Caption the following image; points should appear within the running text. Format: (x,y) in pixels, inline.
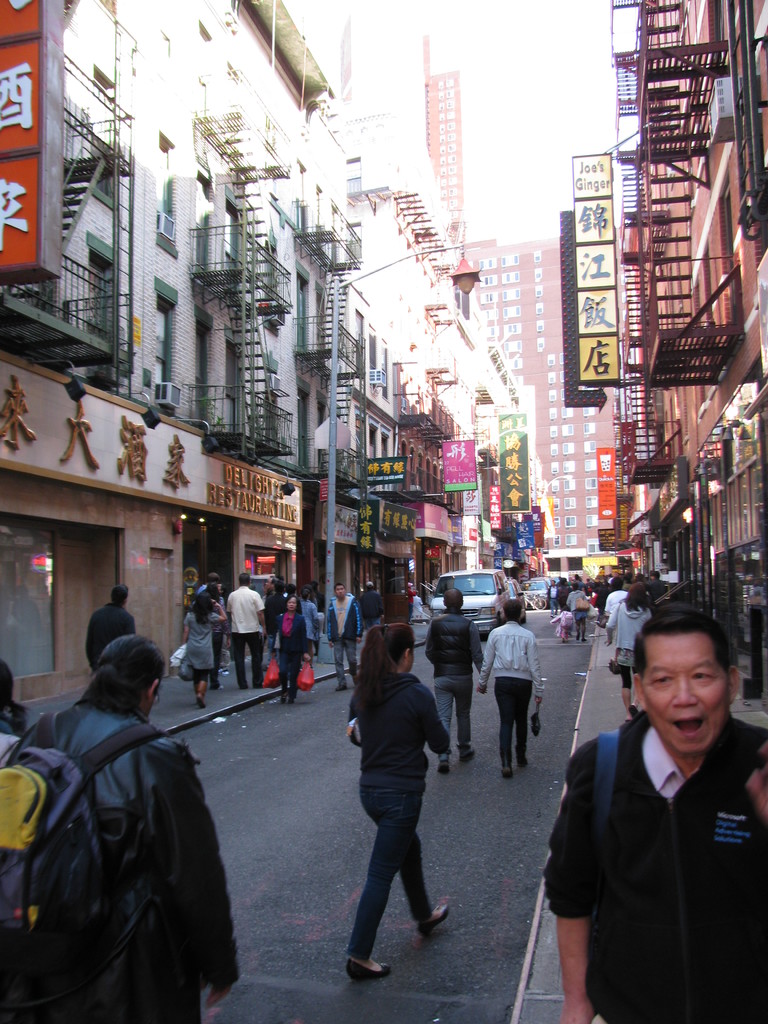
In the bottom right (613,979) there is a man (626,966) who is wearing black jacket (713,756), shirt (658,739) and bag (606,792), beside him we can see a woman (398,808) who is walking on the road (381,941). In the bottom left corner (62,926) there is another man (133,924) who is wearing black jacket (170,771) and bag (41,809). In the background (419,468) we can see the buildings (61,441). At the top (554,14) there is a sky (539,34). On the left (131,624) we can see the group of persons (194,638) were walking on the street (324,673), beside them we can see that door (207,577) and pole (331,549). On the right (624,655) we can see another group (613,657) who are walking on the street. Beside them we can see some pipes (692,542) and other objects (694,556). In the center (474,622) we can see cars (477,597) on the road (534,612). On the buildings (273,247) we can see the windows (200,192), steel stairs (235,195) and pipes (707,520).
